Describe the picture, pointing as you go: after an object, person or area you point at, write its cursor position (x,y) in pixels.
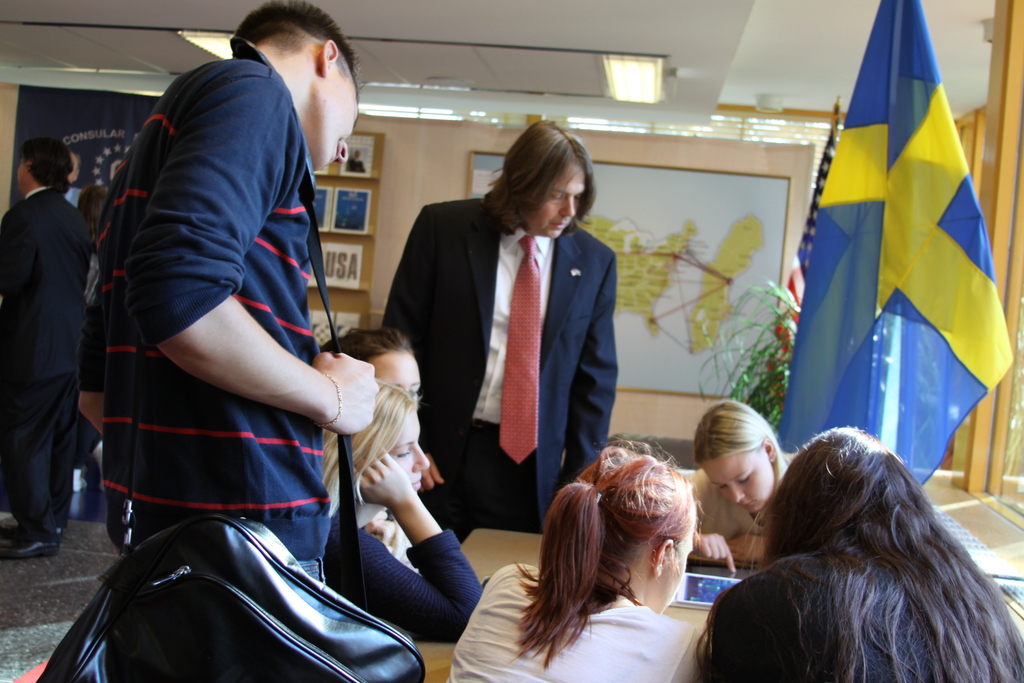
In this image we can see group of women (654,610) sitting in front of a table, a group of persons (519,326) is standing one person (255,475) is carrying a bag (263,526). In the background (879,411), we can see two flags (821,222) on poles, a plant (777,396), photo frames (682,258) on the wall (499,149) and some lights (458,115).
